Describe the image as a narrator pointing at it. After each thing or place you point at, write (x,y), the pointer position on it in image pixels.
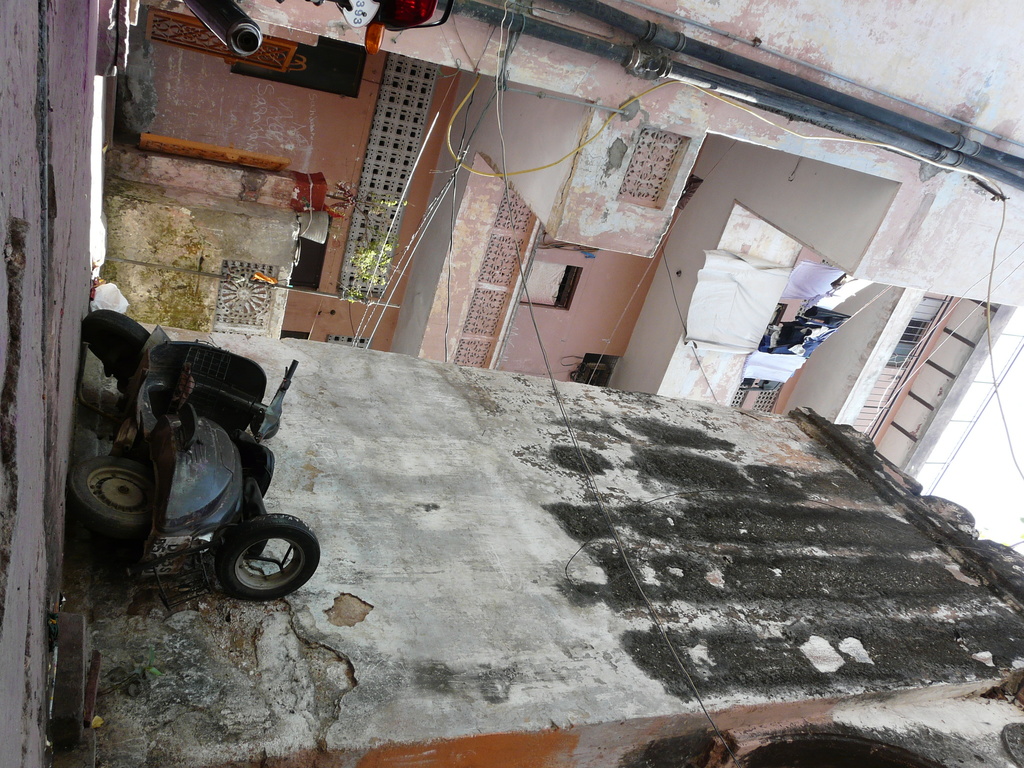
In the image there is a scooter (198,453) kept beside a building (536,465) and in front of that building (469,426) there is an apartment (776,231).
